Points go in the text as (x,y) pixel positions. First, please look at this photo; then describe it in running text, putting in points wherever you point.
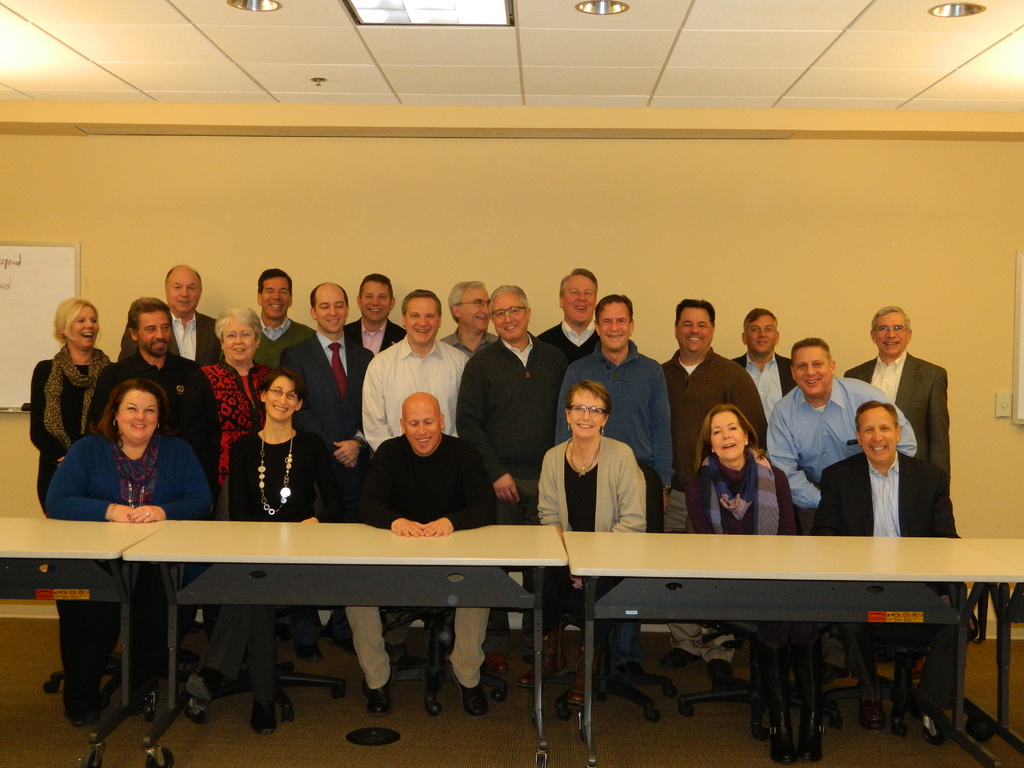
There are few people (513,361) standing and few people (102,496) sitting on the chairs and smiling. These are the three tables (307,571) with white desk (389,560). These are the ceiling lights (445,22) attached to the rooftop (846,10). I can see a white board (61,271) attached to the wall (288,254).
